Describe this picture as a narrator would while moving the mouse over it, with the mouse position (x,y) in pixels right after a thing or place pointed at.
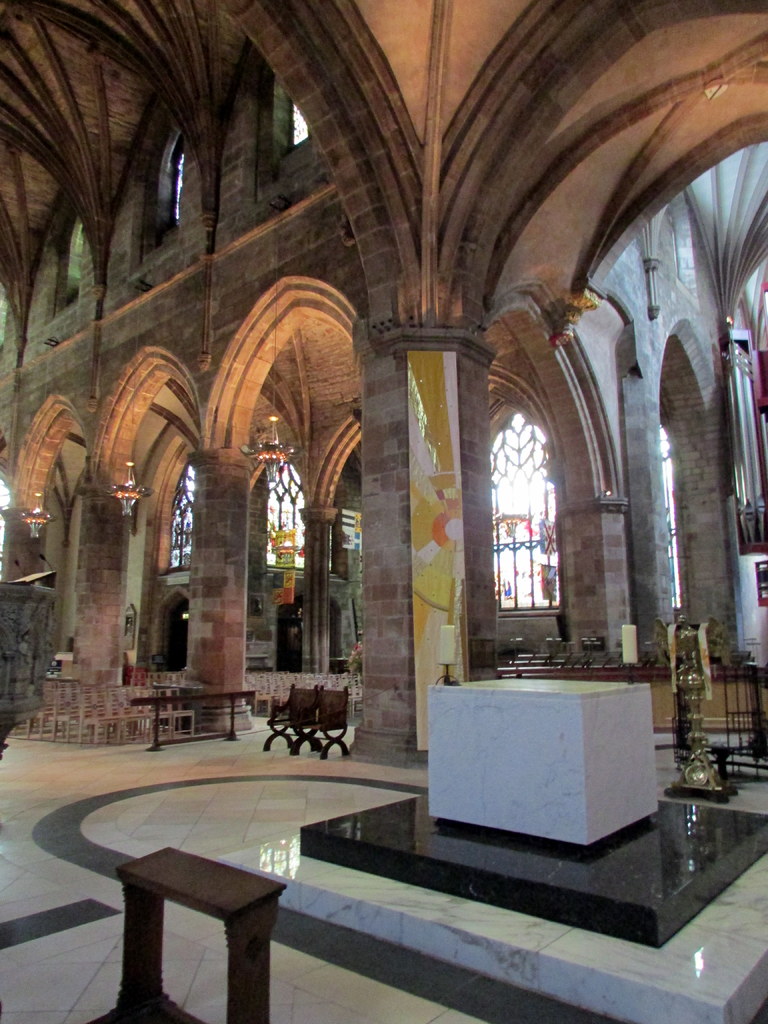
This is the inside view of a building (220,568). At the bottom (258,973) we can see a stand (244,933) and there is a box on platform (499,878). In the background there are benches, lights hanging to the roof top (529,253), banner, windows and other objects (763,437).
